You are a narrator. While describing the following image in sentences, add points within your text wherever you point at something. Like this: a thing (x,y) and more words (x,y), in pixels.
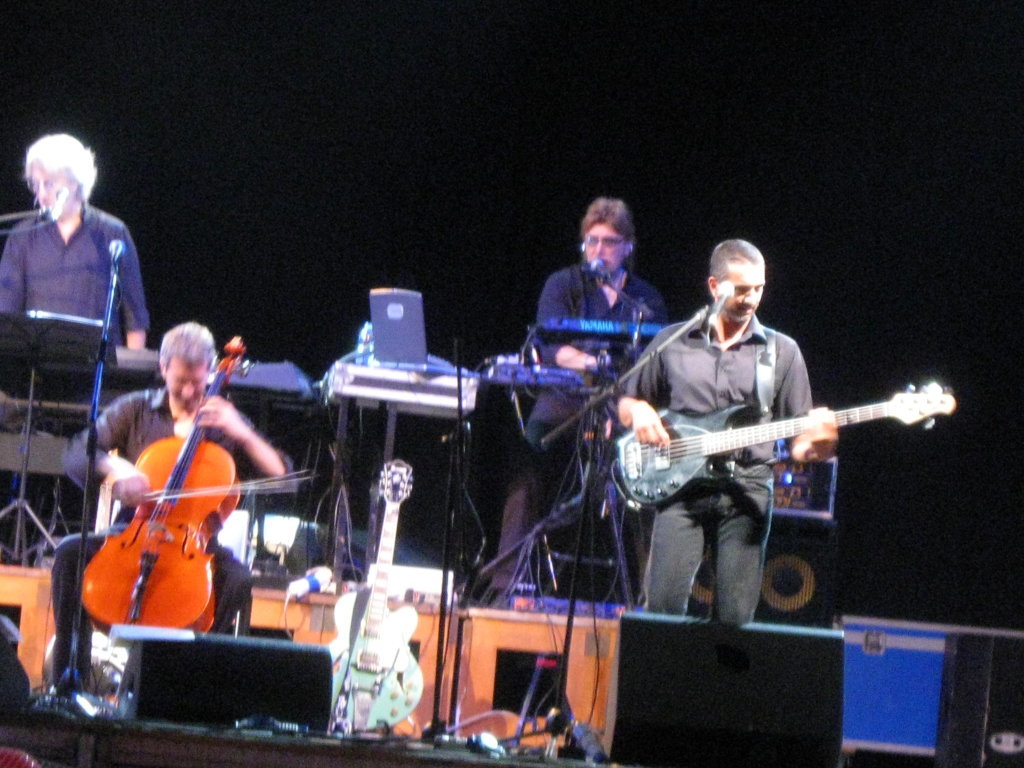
A band of musicians (139,345) is performing on a stage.
